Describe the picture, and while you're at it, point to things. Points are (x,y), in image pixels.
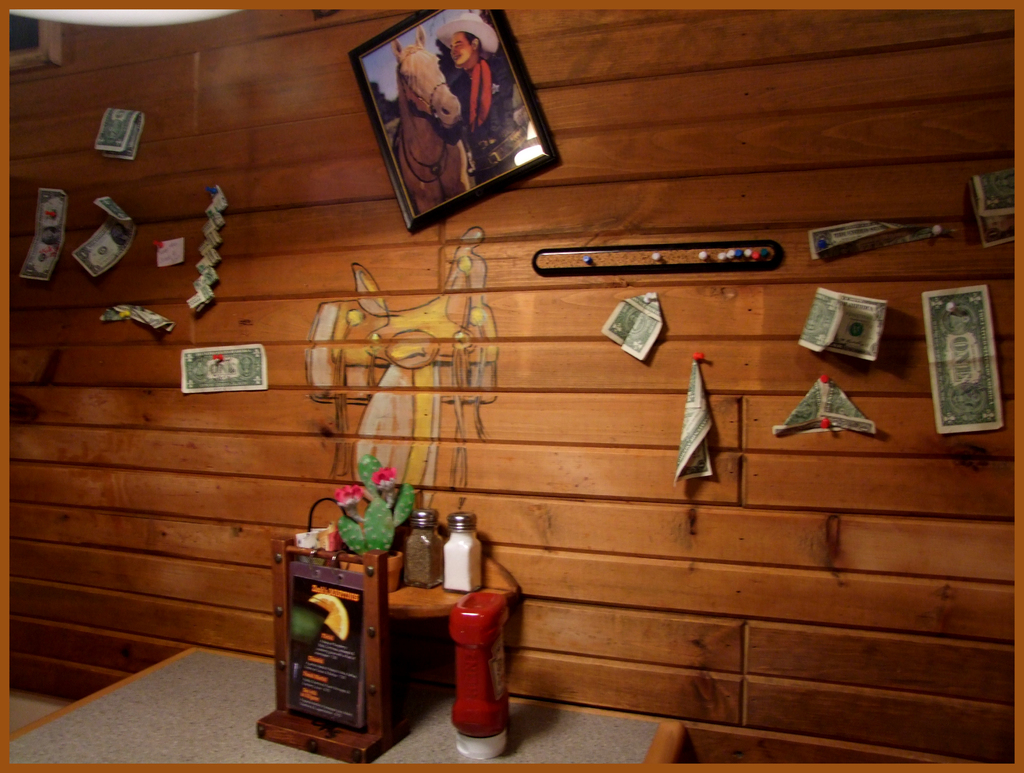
This image is taken indoors. In the background (685,570) there is a wall (662,161) with a painting (430,380), a picture frame (473,170) and a few currency notes (192,301) pinned with a few pins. At the bottom of the image (216,723) there is a table (556,710) with a few things (380,641) on it.
